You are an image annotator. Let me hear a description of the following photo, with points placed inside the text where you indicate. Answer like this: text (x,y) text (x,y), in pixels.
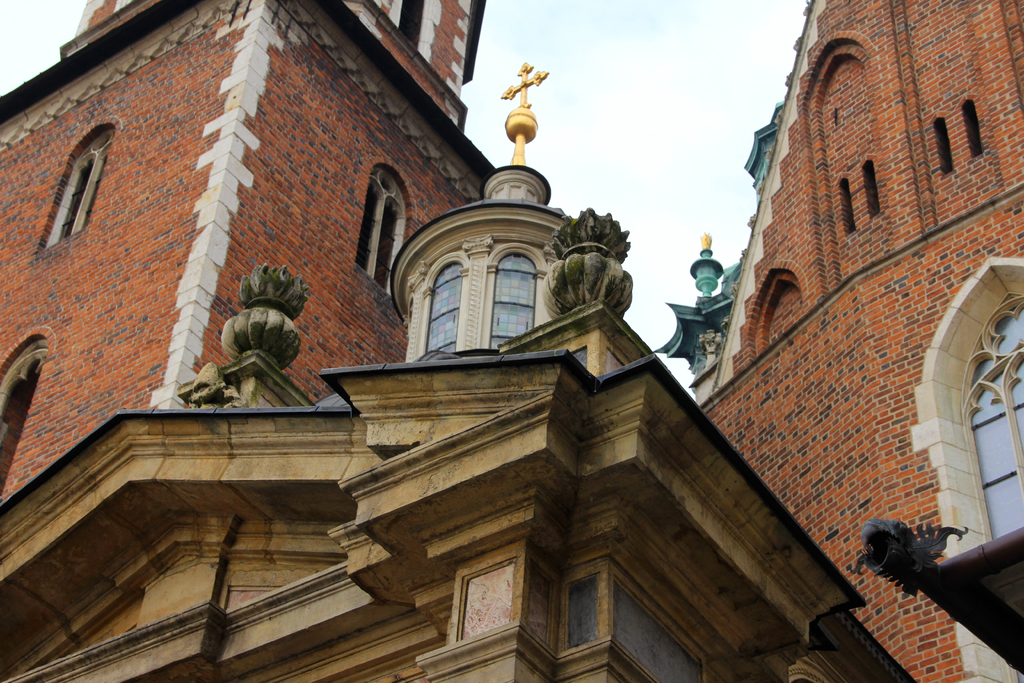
In the picture we can see a building (716,386) and windows (378,280). In the background (560,106) there is sky (573,42).
